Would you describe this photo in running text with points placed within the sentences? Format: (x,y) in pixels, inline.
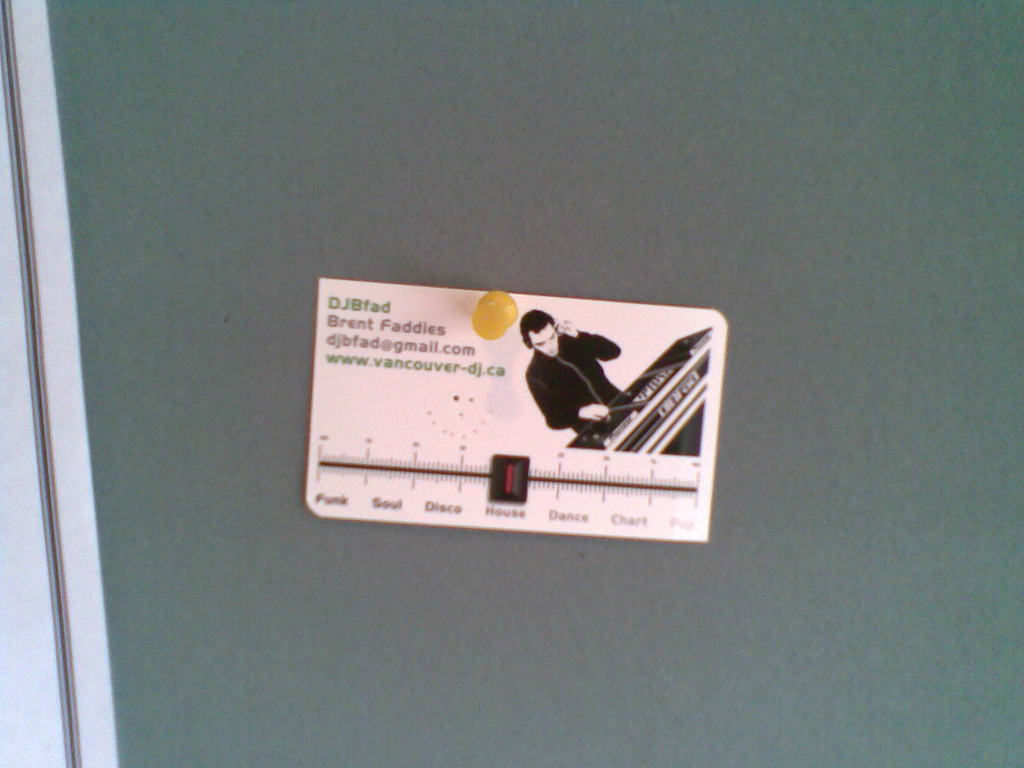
In this image there is a green color boards (322,170) truncated, there is an object (518,371) pinned to the board (418,531).
